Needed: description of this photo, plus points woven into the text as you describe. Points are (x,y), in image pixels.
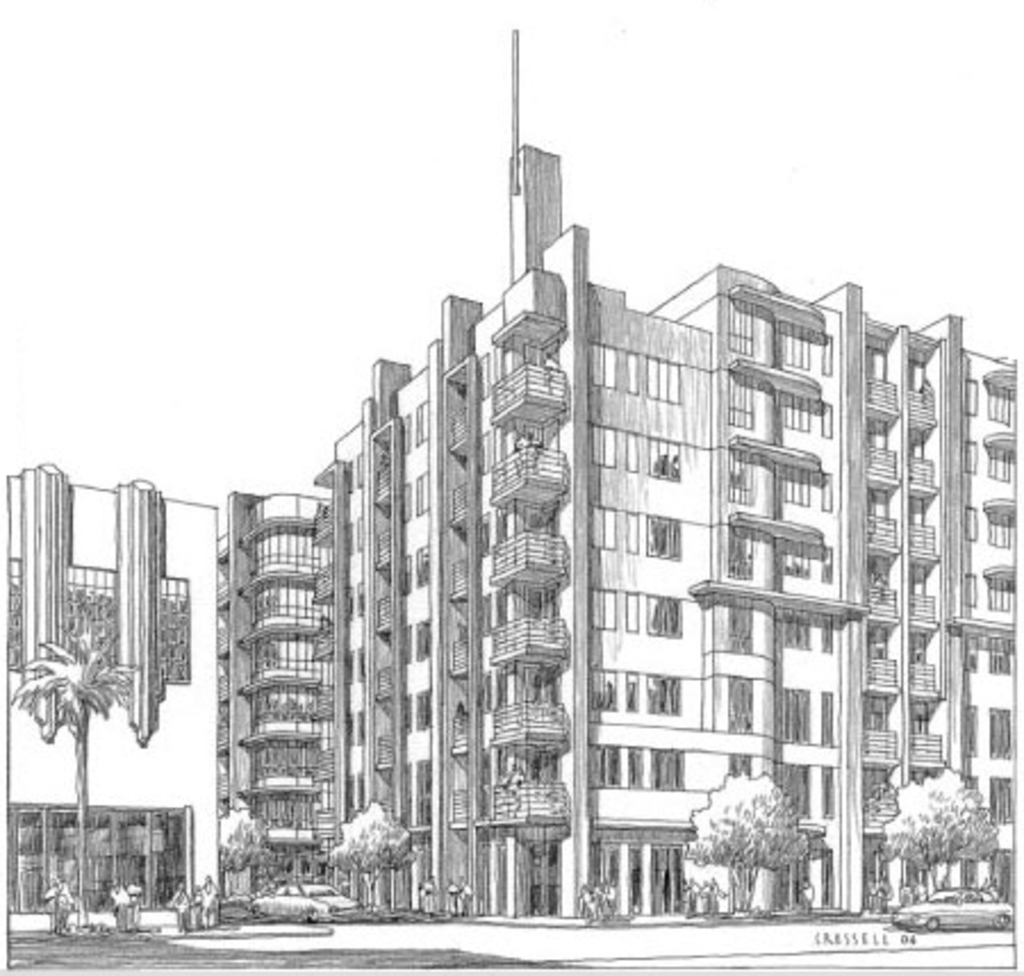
In this image, we can see a painting (998,939), there is a building (538,600) with some windows (803,565) on it, there are some trees (952,825) and cars (970,923) in the painting (472,875).
